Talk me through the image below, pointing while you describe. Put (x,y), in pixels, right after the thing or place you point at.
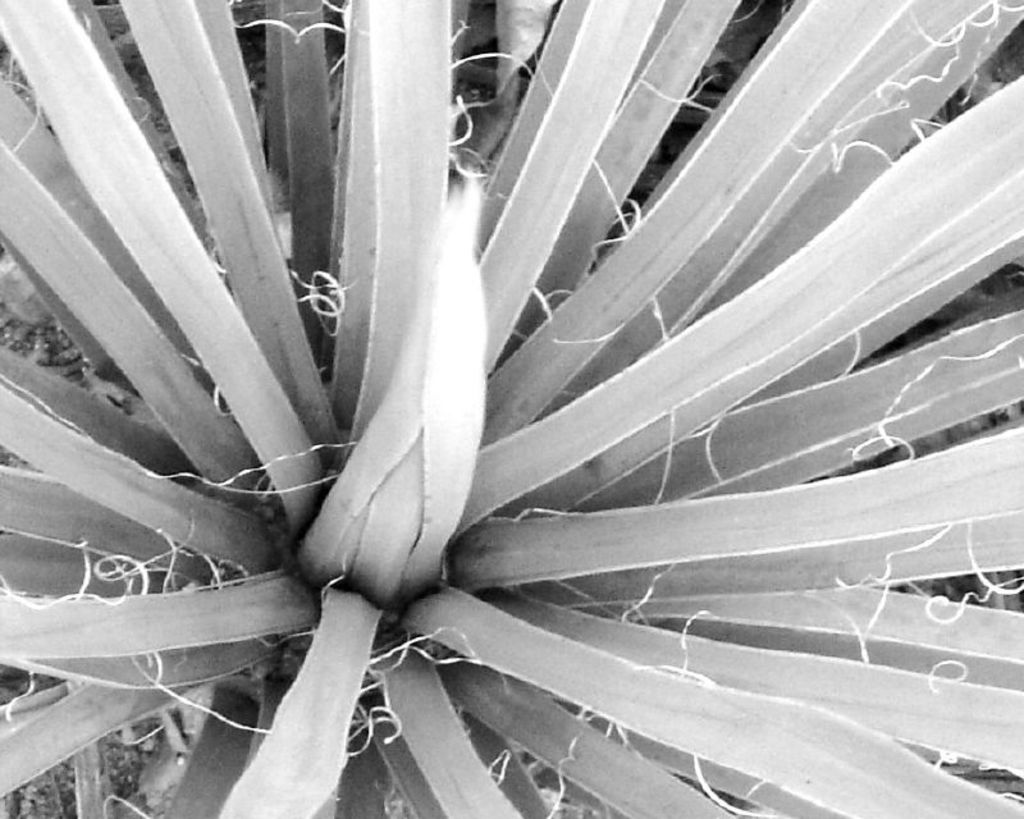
This picture shows a plant (333,595) on the ground (58,338).
